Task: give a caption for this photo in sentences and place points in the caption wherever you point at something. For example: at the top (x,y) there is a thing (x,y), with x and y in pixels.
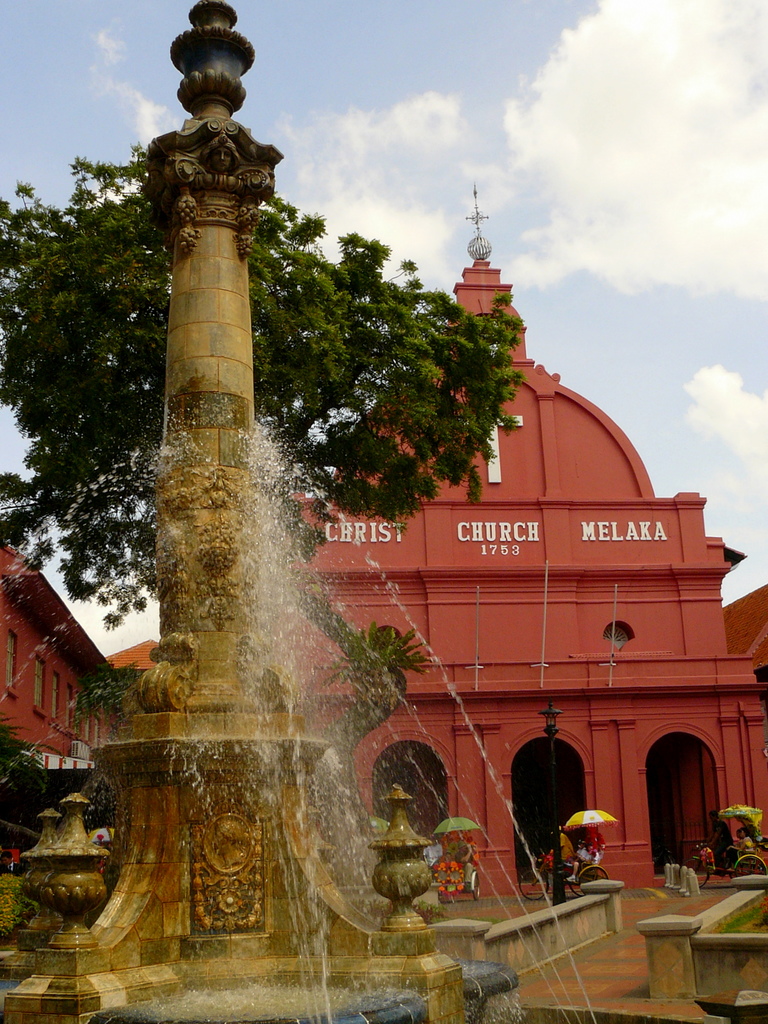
In this image there is a fountain (240,780) in the middle (271,534). In the background (517,652) it looks like a church (596,662). In front of the church (616,840) there are few people (587,846) sitting in the trishaws (438,863) with the umbrellas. At the top (502,64) there is the sky (502,64). Behind the fountain (205,323) there is a tree (39,358).
